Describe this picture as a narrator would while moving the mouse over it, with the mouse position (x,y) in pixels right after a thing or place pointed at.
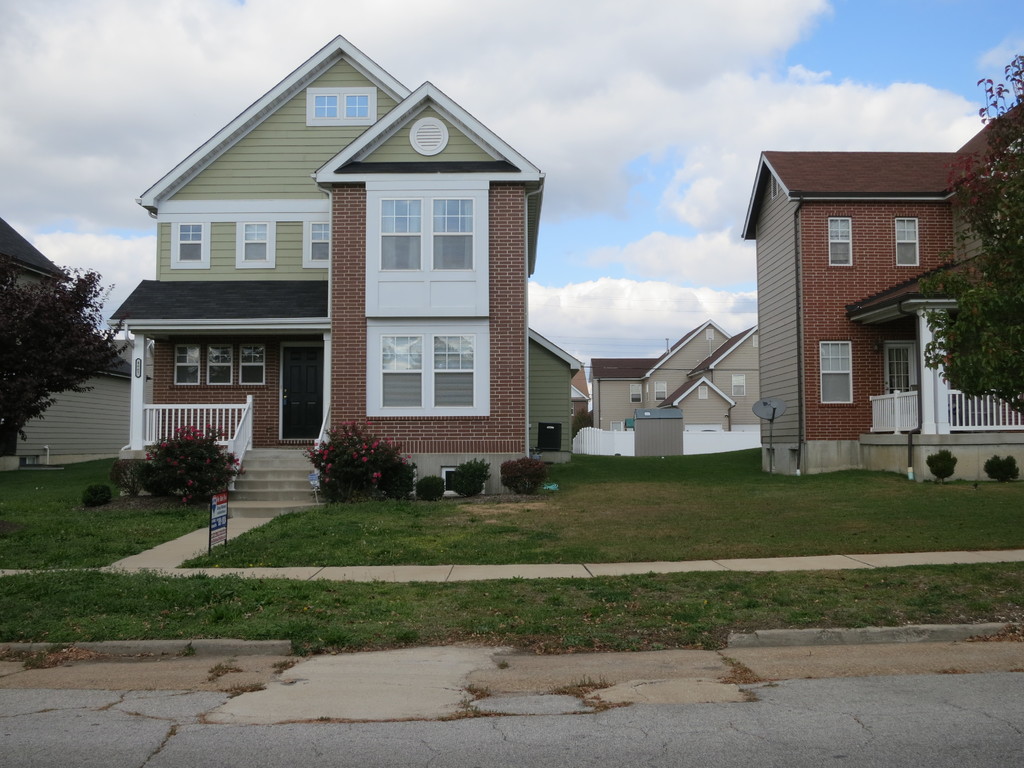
This image consists of buildings (969,408) along with windows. At the bottom (838,583), there is green grass (528,623) on the ground (462,710). On the left (7,344) and right there are trees (974,345). At the top (459,44), there are clouds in the sky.
